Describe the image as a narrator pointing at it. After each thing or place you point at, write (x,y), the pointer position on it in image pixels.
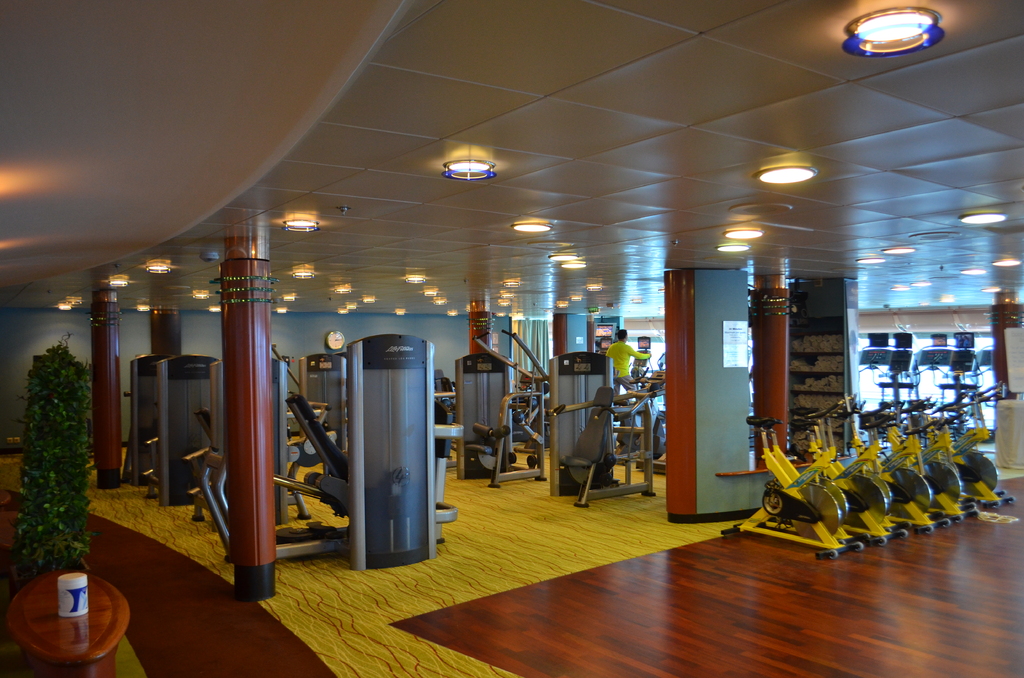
In this picture we can see on the floor (522,513) there are some gym equipments (538,450), pillars (712,378), house plant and a table (52,637) and on the table (52,617) there is a white cup (82,611). Behind the gym equipments (383,431) there is a wall (440,324) and there are ceiling lights (971,217) on the top (850,26).
